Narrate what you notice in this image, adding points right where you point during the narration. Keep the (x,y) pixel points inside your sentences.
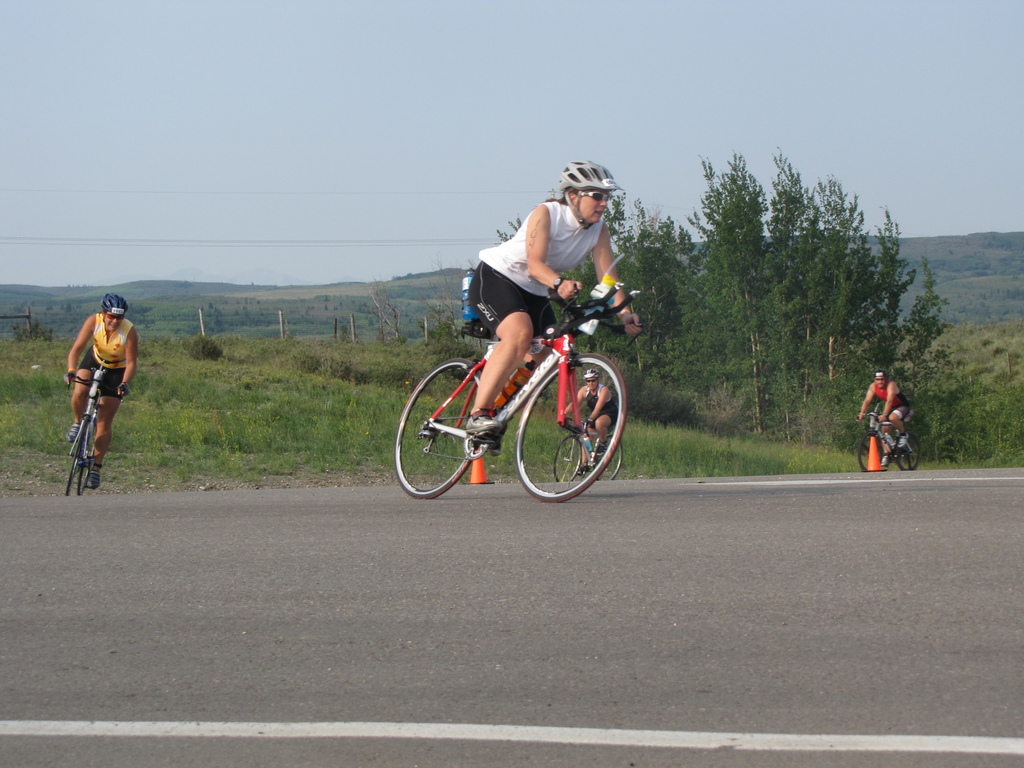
In this image there are people (477,420) riding bicycles (893,445). In the background (844,288) there are trees (579,348), hills (139,315) and sky (522,61). We can see traffic cones (483,469).
